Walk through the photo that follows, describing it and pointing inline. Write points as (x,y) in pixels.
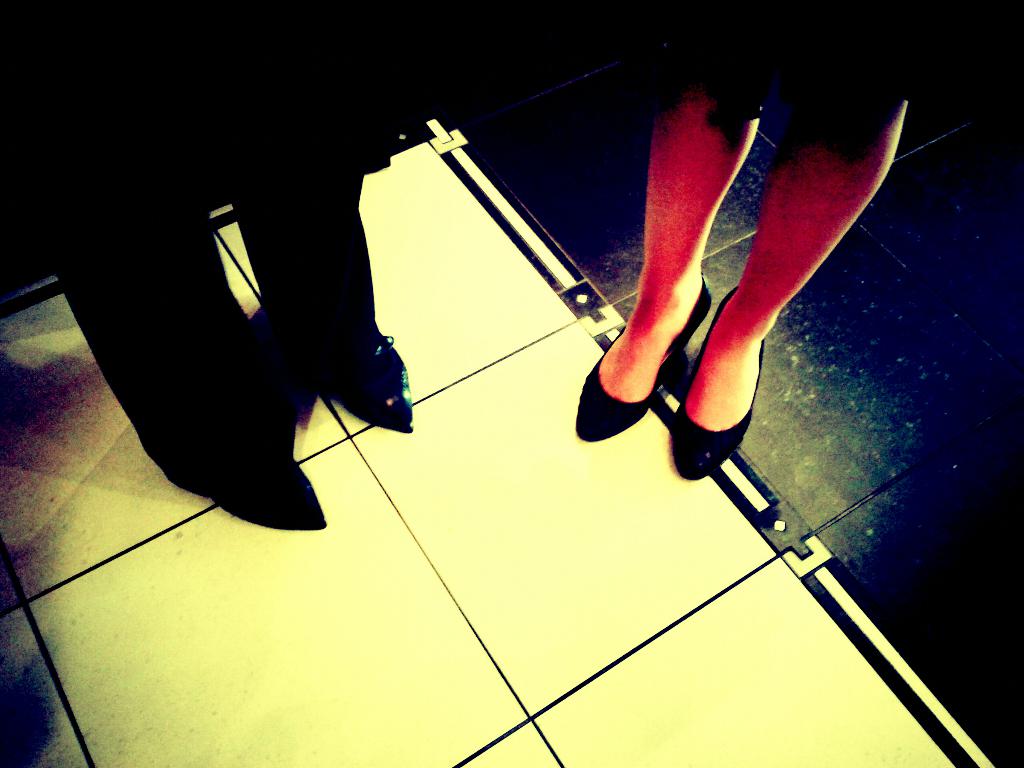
In the picture we can see two people legs (95,343) on the floor (480,553).
